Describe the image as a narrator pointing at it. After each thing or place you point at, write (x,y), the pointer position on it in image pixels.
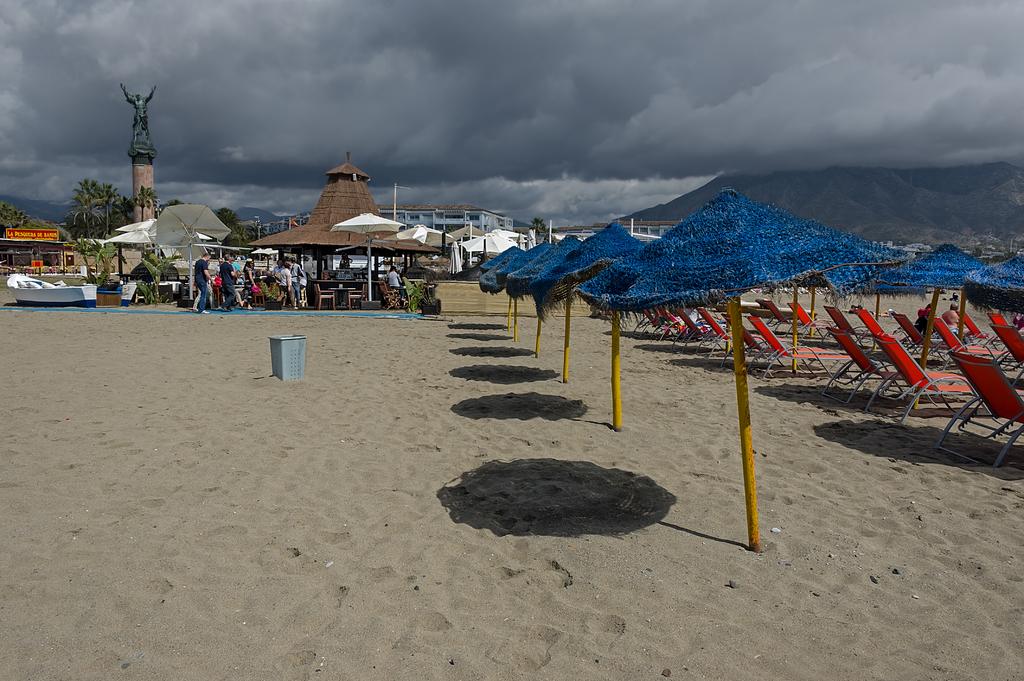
On the right (1006,378) we can see many red chairs (675,328) near to the umbrella (667,254). Here we can see group of person (234,286) who are standing near to the wooden chair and table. On the left (27,295) there is a white color boat (40,287). On the background (474,213) we can see that, building (403,212), trees (231,215) and mountain (245,216). On the top left (137,129) we can see a person statue (145,115). On the top (539,113) we can see sky (599,4) and clouds (721,22). On the bottom (516,672) we can see sand (550,554). Here it's a dustbin (272,347).
